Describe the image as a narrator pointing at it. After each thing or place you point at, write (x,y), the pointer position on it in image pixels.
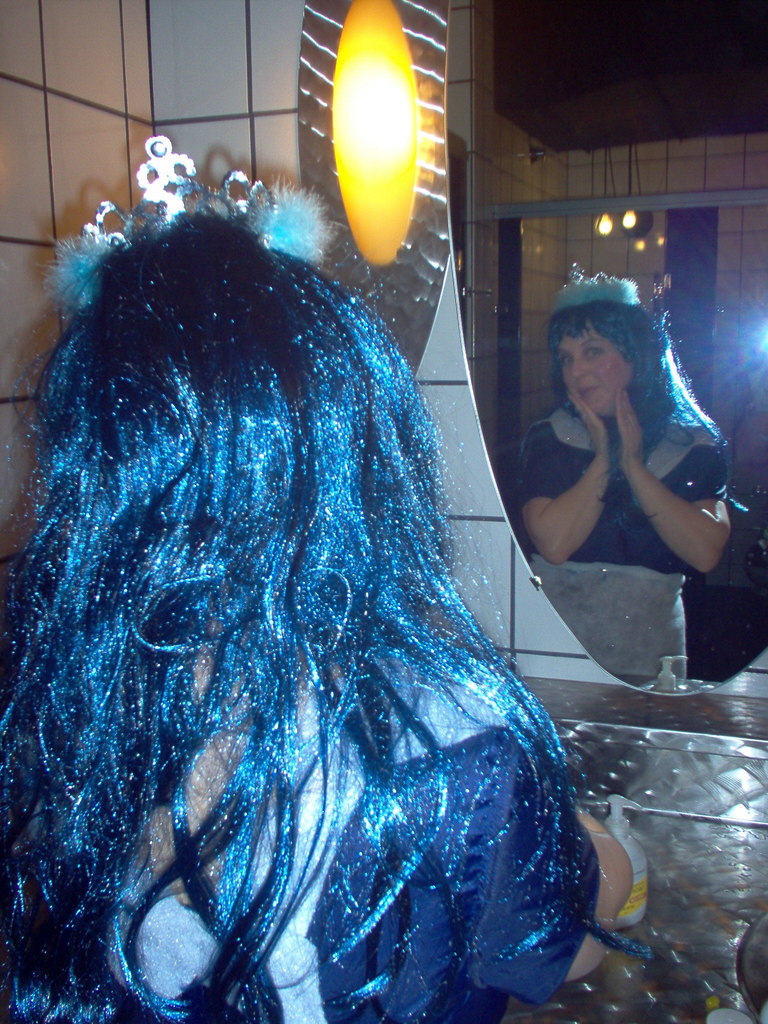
In this image, we can see a lady (328,539) wearing costume (288,445) and in the background (210,174), there is a mirror (492,361) on the wall (424,367) and we can see a light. At the bottom (633,845), there is a bottle (620,832) and some other objects (752,955) on the table (690,978).
